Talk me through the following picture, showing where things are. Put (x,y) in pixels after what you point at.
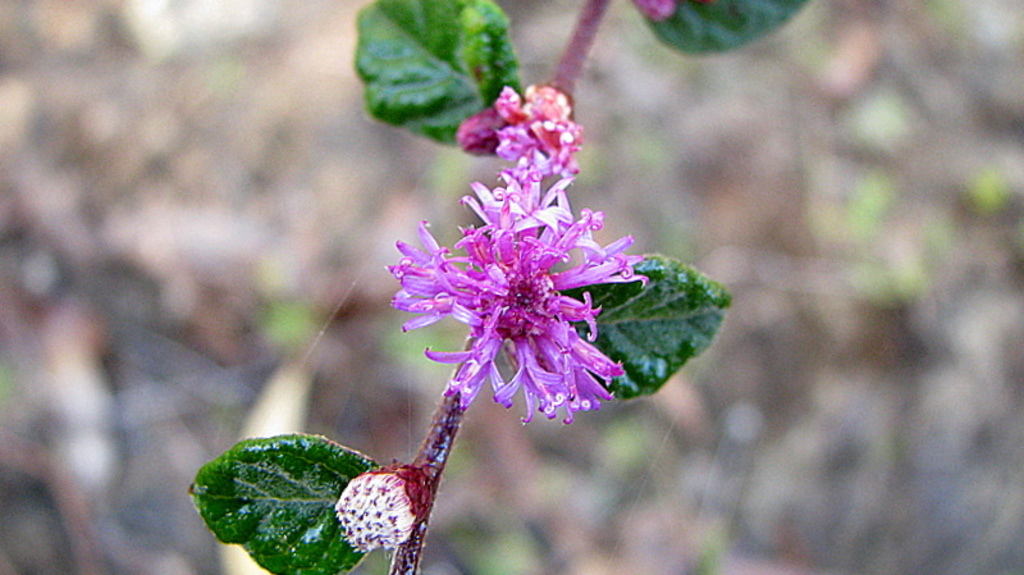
In this picture we can see a stem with flowers (521,270), leaves (315,478) and a bud (375,505). Behind the stem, there is a blurred background (810,279).
